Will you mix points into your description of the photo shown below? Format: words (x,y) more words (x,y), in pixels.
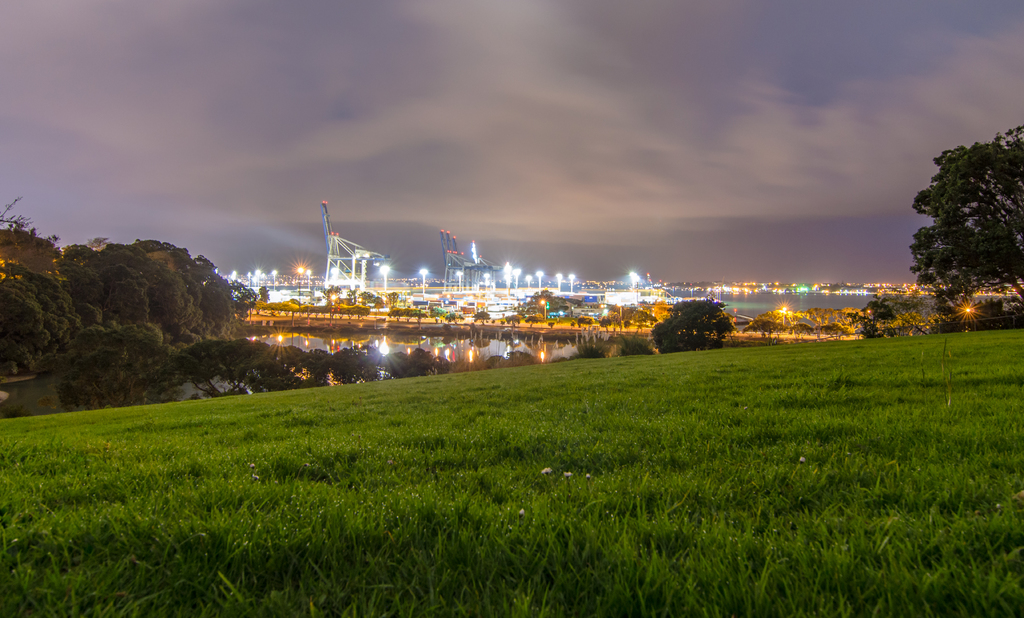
This image is taken outdoors. At the top of the image (267,105) there is the sky (766,103) with clouds (783,104). At the bottom of the image (643,563) there is a ground (887,455) with grass (314,438) on it. In the middle of the image (437,350) there is a river (500,350) with water (779,299). There are many trees (910,316) and plants (690,343) with leaves (314,362), stems (141,321) and branches (112,285). There are many poles (507,285) with street lights (260,270) and there are many lights (276,277).
